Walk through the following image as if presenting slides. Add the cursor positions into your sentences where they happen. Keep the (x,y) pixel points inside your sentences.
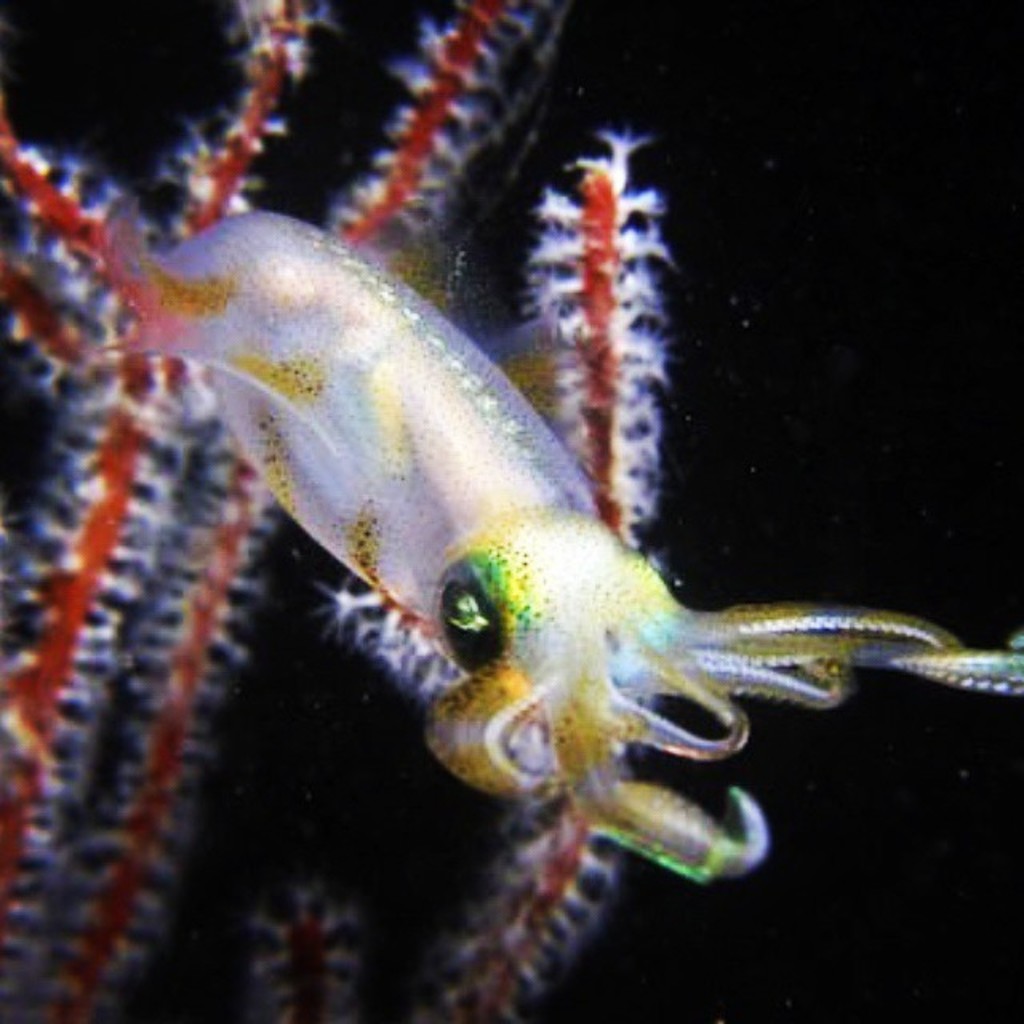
In this image I can see a white colour squid (291,489). I can also see few red colour things (178,735) and I can see black colour in background (886,473).
